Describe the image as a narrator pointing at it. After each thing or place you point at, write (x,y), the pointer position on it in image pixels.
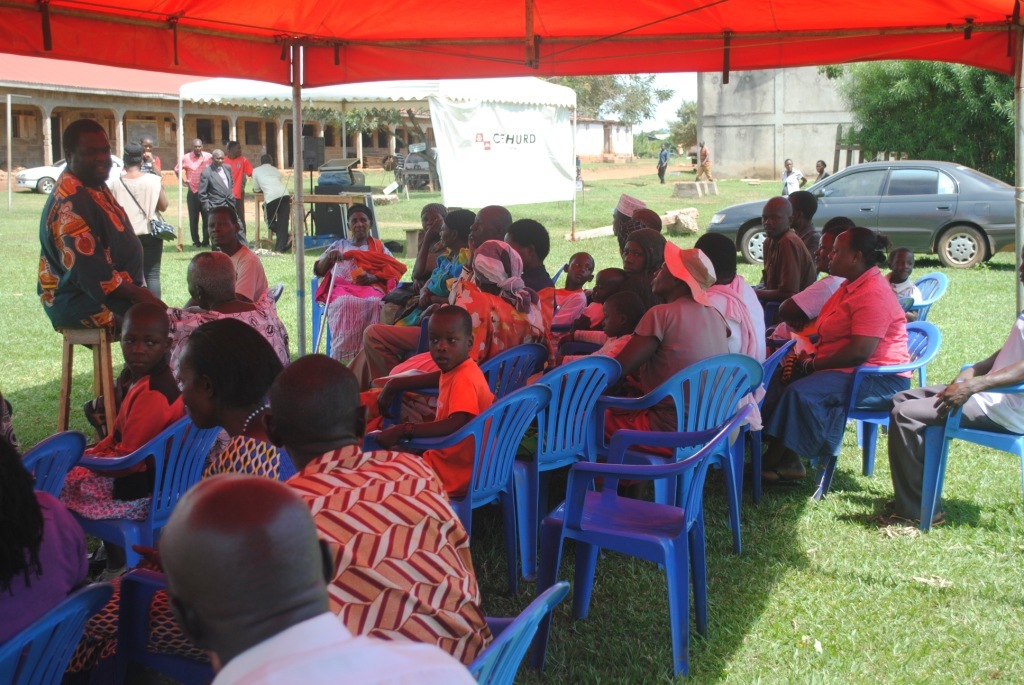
This is a picture of group of people (299,577) sitting in the chairs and in back ground (459,162) there is a banner (540,138), building (740,89), tree (936,122), and a grass (734,191) and a car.
